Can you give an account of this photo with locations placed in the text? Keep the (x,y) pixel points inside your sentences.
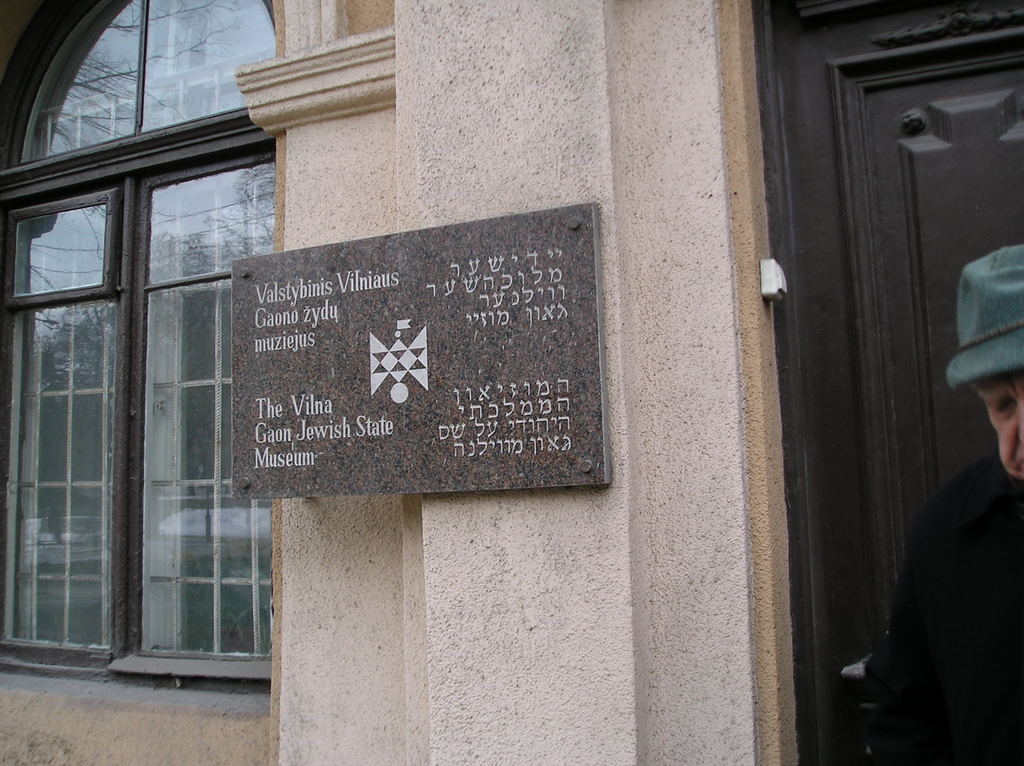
On the right side of the image (945,587) there is a man (987,630). In the background (479,196) there is a building (505,513) and we can see a board (339,494) placed on the wall (540,628). We can see a door (884,275) and a window (210,282).
